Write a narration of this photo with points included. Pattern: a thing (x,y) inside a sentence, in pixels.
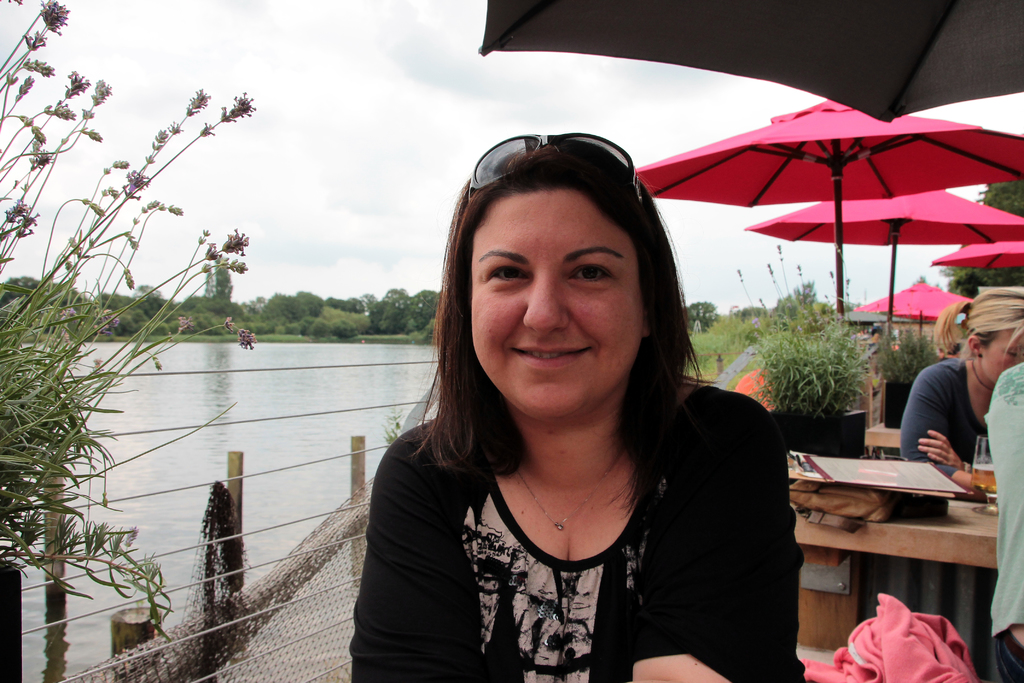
It seems to be the image is outside a restaurant (968,532). In the image there is a woman (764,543) sitting on chair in front of a table (844,609), on table (896,525) we can see a bag (846,507), card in middle (657,438) there is a woman (616,560) wearing black color dress (650,500) and she is also having goggles (576,146) on her head (562,155). On left side (132,473) there is a water (230,437), trees (280,318), plant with some flowers (246,347) on top (718,48) we can see a umbrella (830,112) and a sky (358,130).
